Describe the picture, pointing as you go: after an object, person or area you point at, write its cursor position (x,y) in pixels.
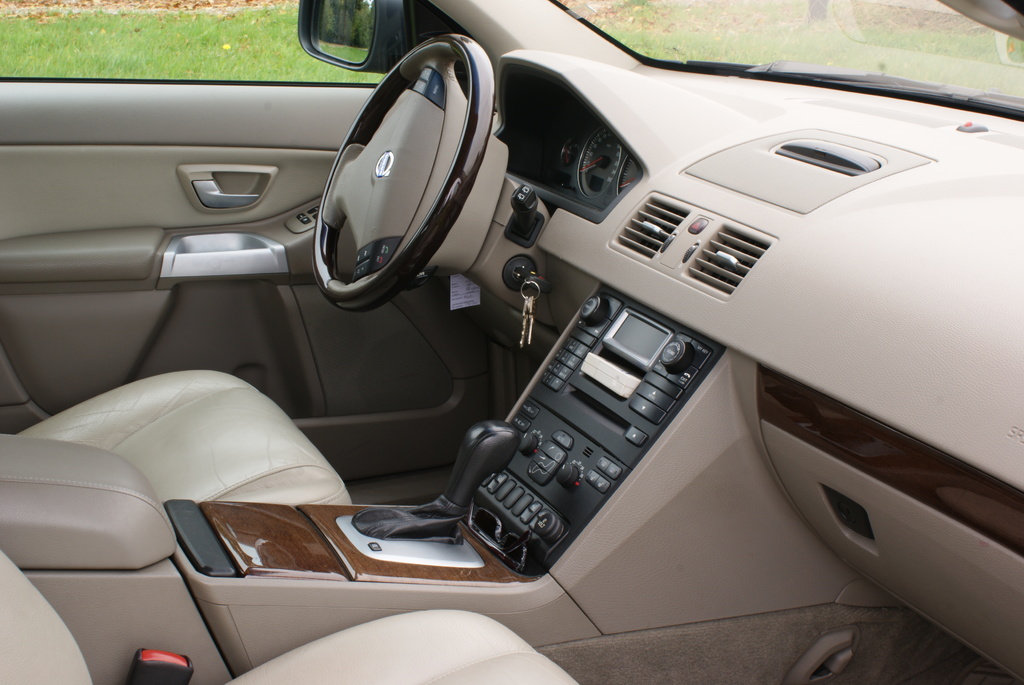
In this image we can see inside view of a car (676,354). We can see steering (453,176), keys (529,300), buttons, AC (640,224) and few other things (512,177). Through the glass (174,43) we can see grass (181,54) on the ground (762,29).
